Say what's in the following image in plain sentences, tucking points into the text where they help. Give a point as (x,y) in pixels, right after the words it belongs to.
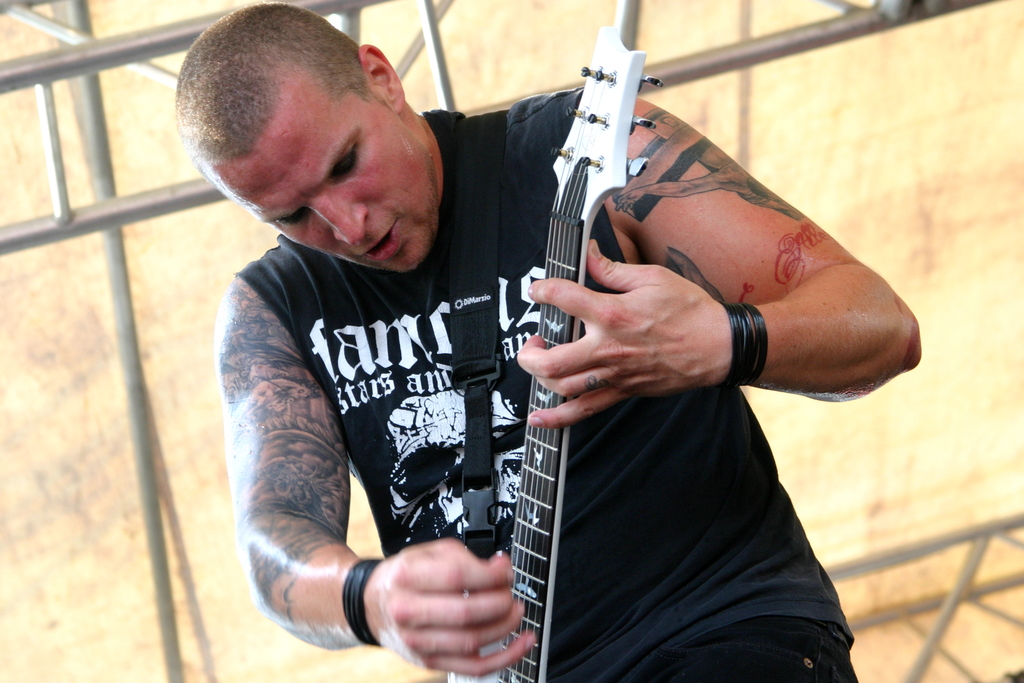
Here is a man (383,416) wearing a black shirt (389,460) and standing. He is playing guitar (536,469).
